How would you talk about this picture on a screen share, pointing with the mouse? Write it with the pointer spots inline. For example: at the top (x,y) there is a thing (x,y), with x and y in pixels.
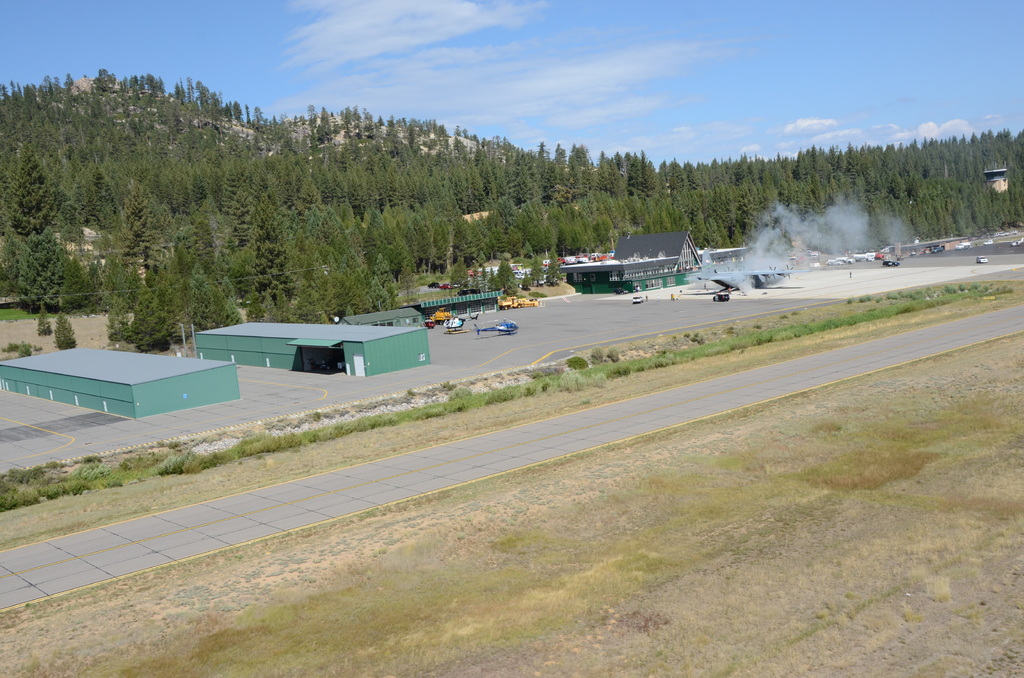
In this image I can see a road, and beside the road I can see houses (351,348) and vehicles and helicopter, at the top (322,110) I can see the sky (671,117), hill (149,111) and trees (902,176).
